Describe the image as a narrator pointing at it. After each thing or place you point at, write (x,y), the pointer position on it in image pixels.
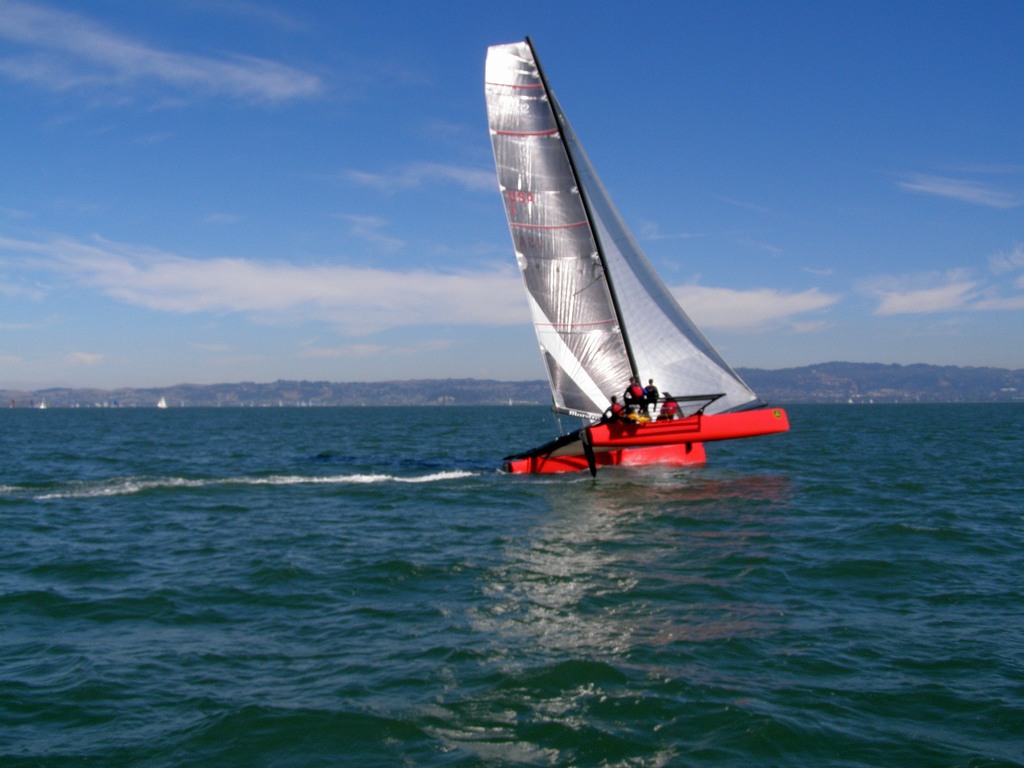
In this picture I can see a boat (632,441) on the water (658,486), there are hills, and in the background (486,331) there is sky (494,182).
